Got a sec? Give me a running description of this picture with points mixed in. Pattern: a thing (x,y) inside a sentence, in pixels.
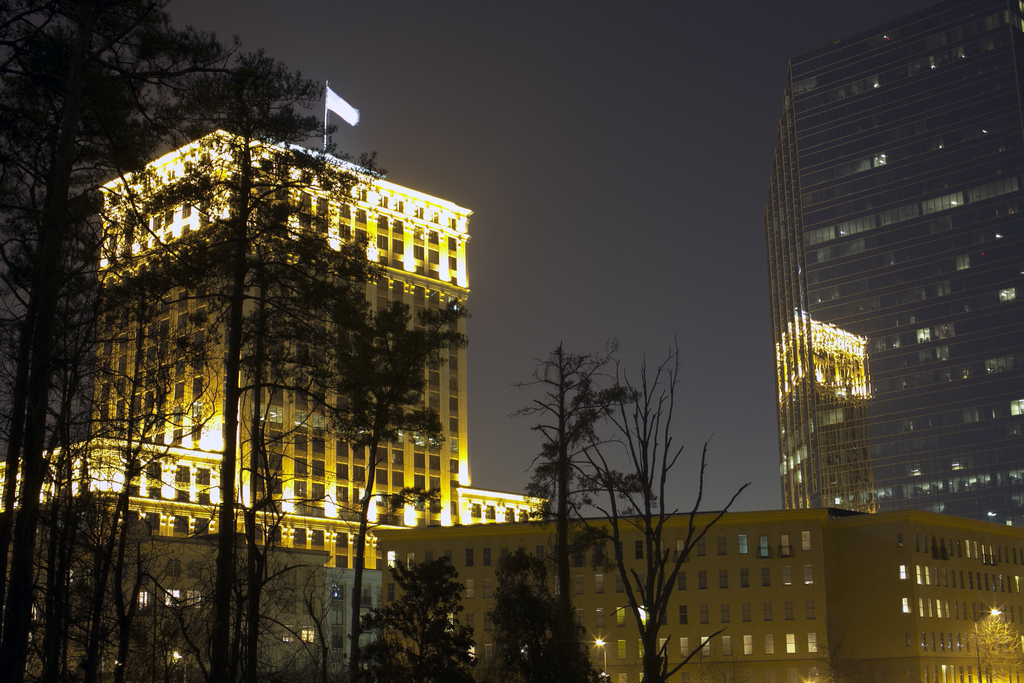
In this image there are trees (545,601), buildings (1004,268) and a sky (557,234).
